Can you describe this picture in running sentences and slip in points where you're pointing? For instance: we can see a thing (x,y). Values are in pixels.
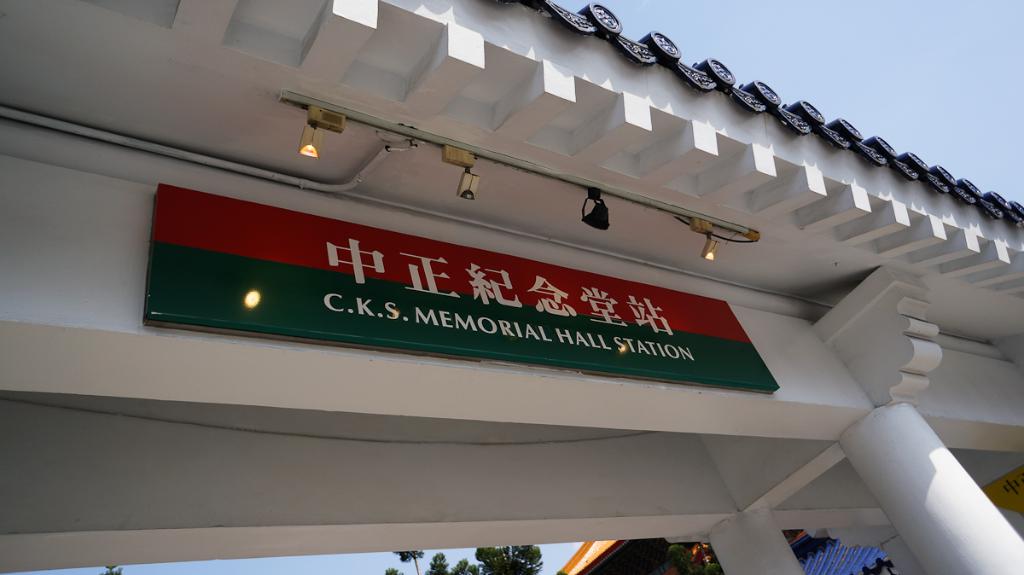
In this image I can see white colour arch (298,438) in the front (776,433) and on it I can see a board (491,273) and few lights (698,228). I can also see something is written on the board (632,316). On the bottom side of this image (694,562) I can see few trees (686,572), a building (656,564) and the sky (401,568). On the right side of this image (994,496) I can see a yellow colour thing (991,488).
